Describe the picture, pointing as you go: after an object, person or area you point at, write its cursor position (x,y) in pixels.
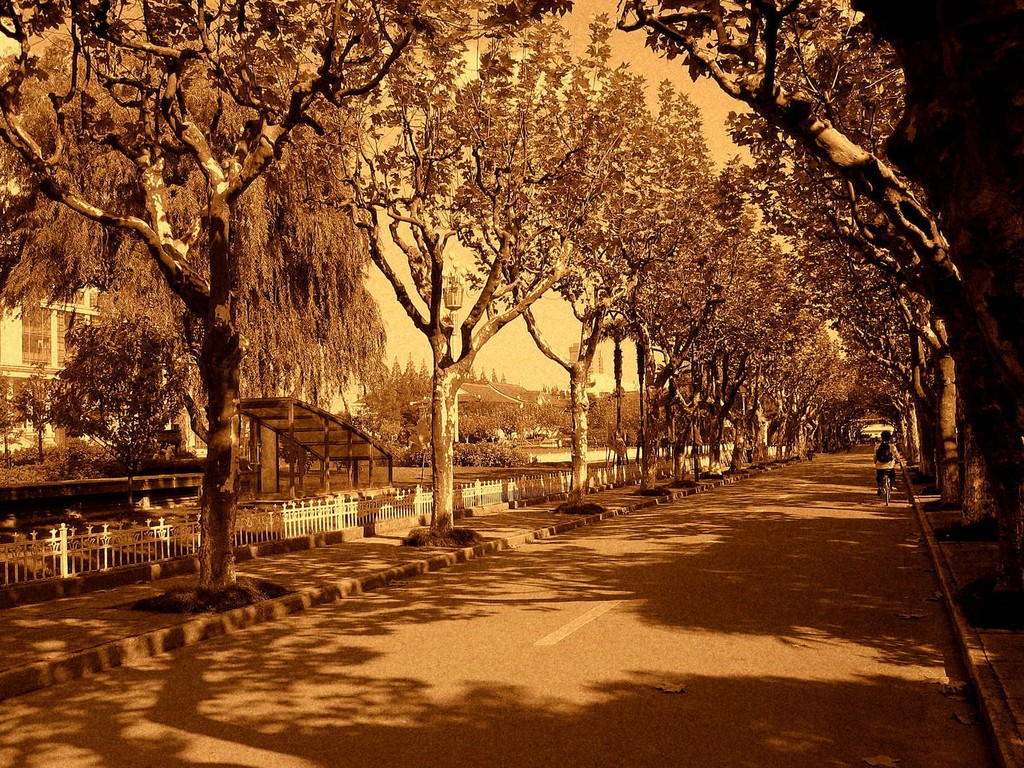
This is an edited image. In this picture we can see the buildings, poles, lights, shed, trees (435,383), fence (703,468), water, plants (625,402), grass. On the right side of the image (882,444) we can see a man (884,464) is riding a bicycle (880,488) and wearing a bag (890,456). At the bottom of the image (423,702) we can see the road (468,700). At the top of the image (540,89) we can see the sky (498,16).
